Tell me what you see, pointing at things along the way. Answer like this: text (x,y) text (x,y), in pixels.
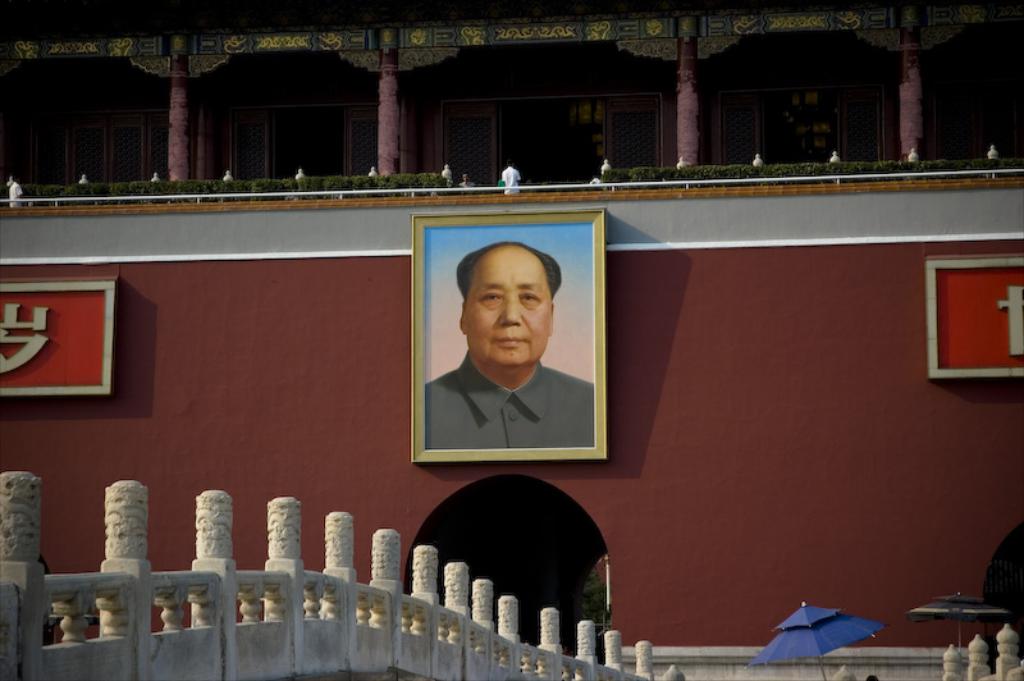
In this image we can see a building (669,385), pillars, there is a photo frame (514,361) of a person (514,361) on the wall (653,383), there is a bridge (556,652), an umbrella (862,627), also we can see boards (19,294) with text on them.
